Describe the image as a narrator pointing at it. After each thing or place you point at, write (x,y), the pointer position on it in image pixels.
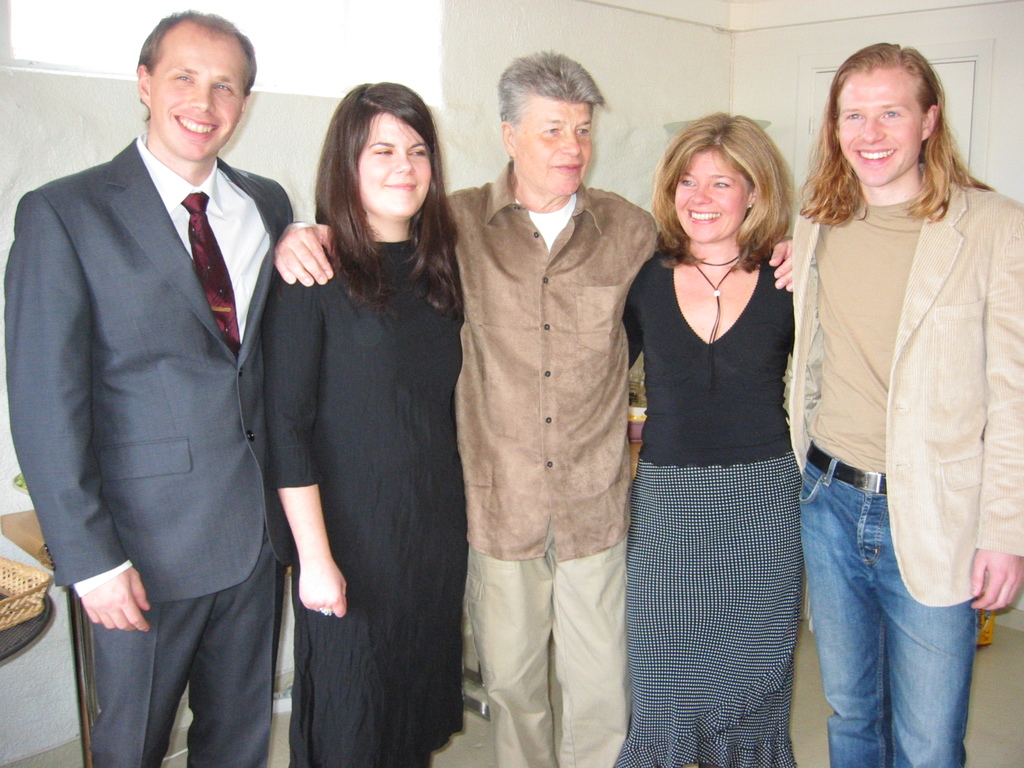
In the center of the picture (469,307) there are group of people (346,313) standing, they are smiling. On the left (20,621) there is a basket (32,616) on a surface (19,641). On the right (951,71) in the background (970,95) it is door (958,72). In the background (605,28) it is wall (496,63) painted white. At the top left (162,16) we can see light (312,59) coming from a window (312,59).
